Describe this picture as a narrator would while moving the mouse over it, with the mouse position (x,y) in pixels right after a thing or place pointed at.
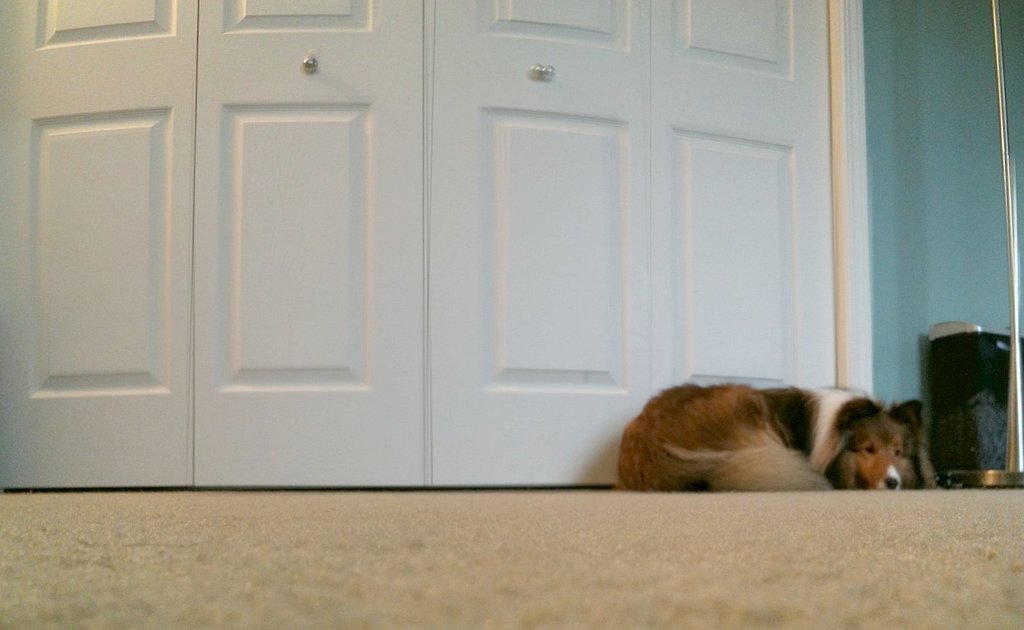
In this image we can see a dog (750,441) which is brown in color resting on ground (736,506) and in the background of the image (423,195) there is door (597,159), wall (925,182) which is blue in color and there is dustbin (968,410).
